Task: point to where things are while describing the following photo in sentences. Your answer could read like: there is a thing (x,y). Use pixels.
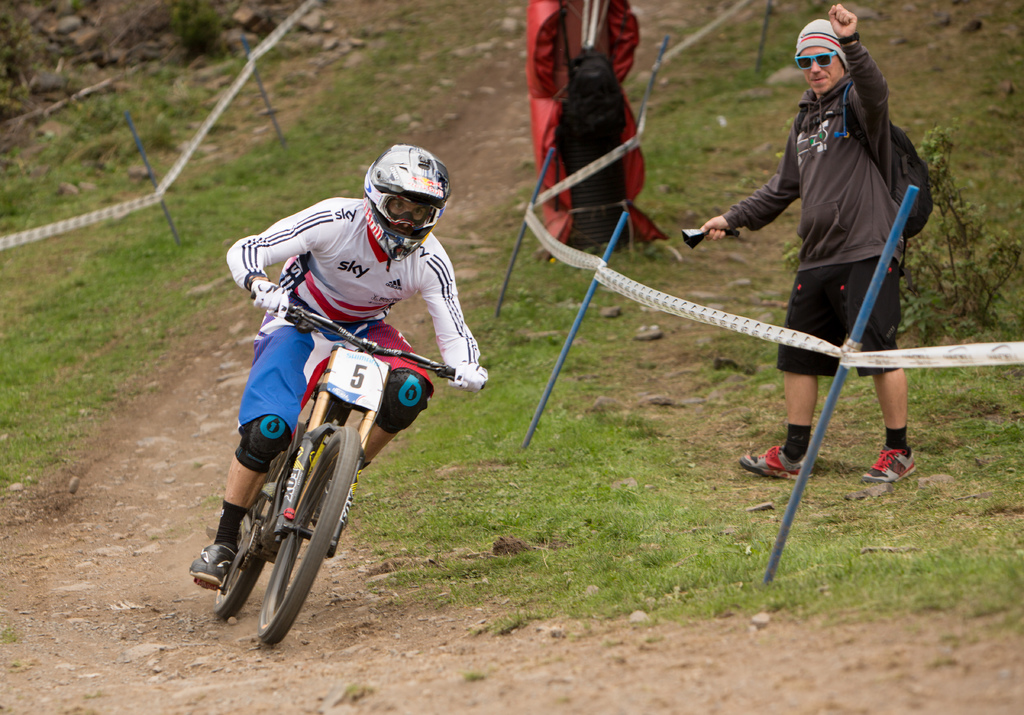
In this image there is a person (323,292) riding a bicycle (356,443) on the path (336,612). On the right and left side of the image (45,228) there is a fence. On the right side of the image (811,255) there is a person (811,255) standing and there is an object (580,132).
